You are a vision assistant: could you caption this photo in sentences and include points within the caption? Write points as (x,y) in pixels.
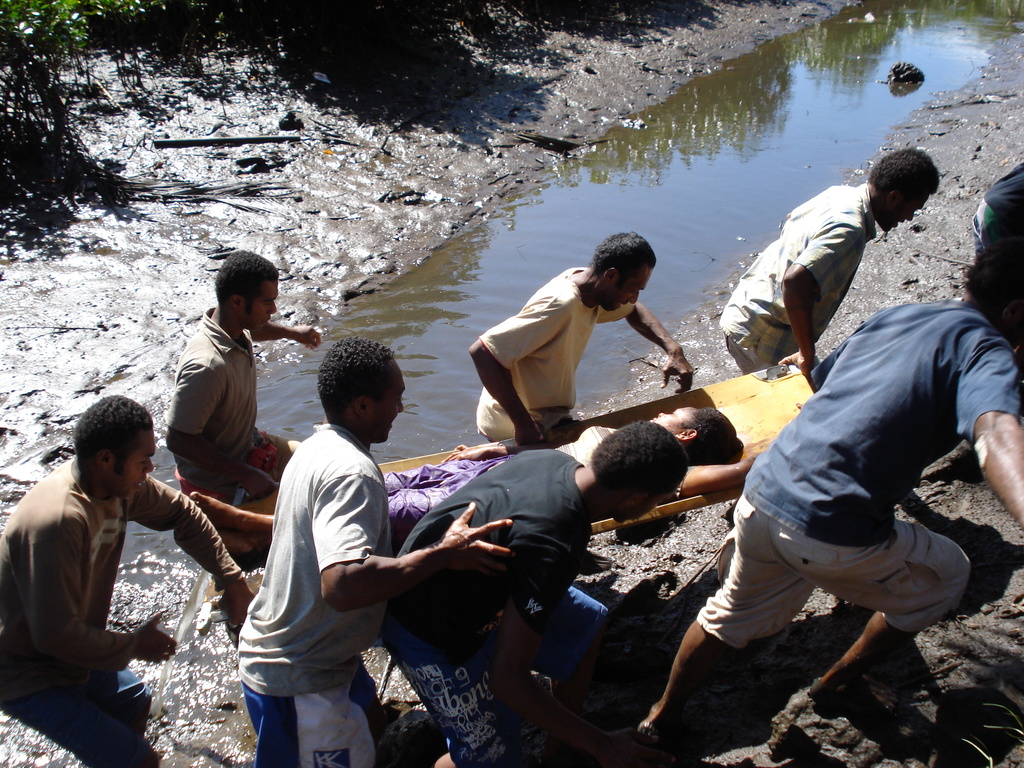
There are persons (49,529) in different color dresses (786,514), holding a stretcher (763,416) and walking. There is a woman (703,416) on the stretcher (771,403). Beside them, there is water (491,298) of a creek (892,1). In the background (16,28), there are plants (66,19).
